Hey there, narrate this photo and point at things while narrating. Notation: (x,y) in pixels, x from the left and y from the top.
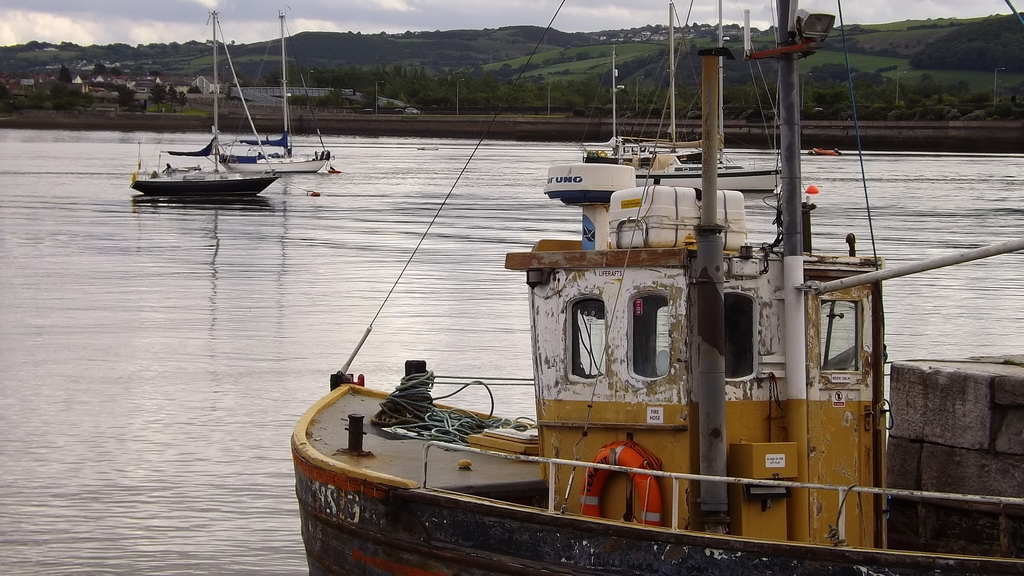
In this image there are boats (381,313) in the water (377,298), behind the boats (311,156) there is a road (403,109) with lamp post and there are trees (470,95), houses (142,75) and mountains (318,47).
